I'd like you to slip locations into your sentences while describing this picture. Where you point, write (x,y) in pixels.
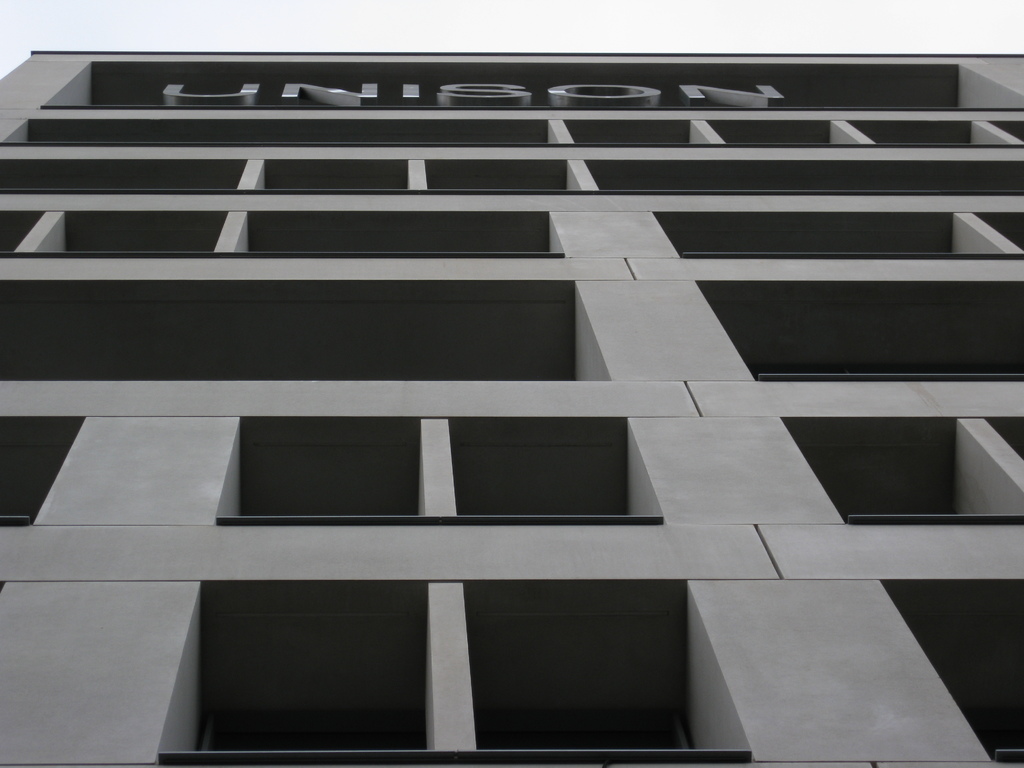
In this picture we can see a building (587,189) with a name (436,99) on it.
